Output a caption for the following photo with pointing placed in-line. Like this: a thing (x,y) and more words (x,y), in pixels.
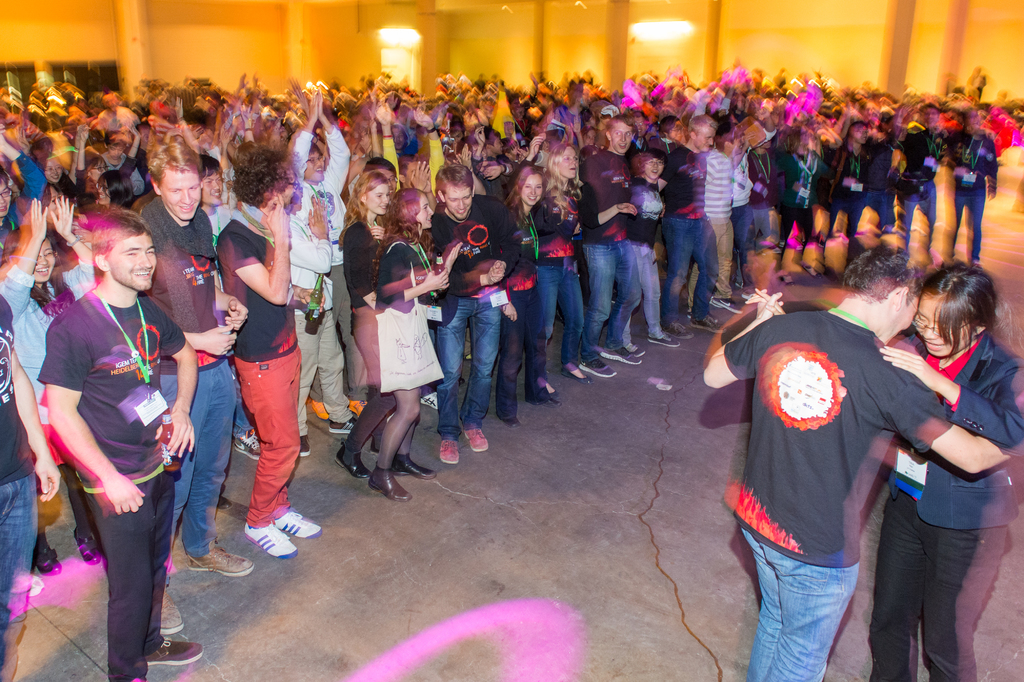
In this image, there are some people (246,448) standing and at the right side (772,528) there is a couple (937,504) dancing, at the background (1017,69) there is a yellow color wall (375,36).
